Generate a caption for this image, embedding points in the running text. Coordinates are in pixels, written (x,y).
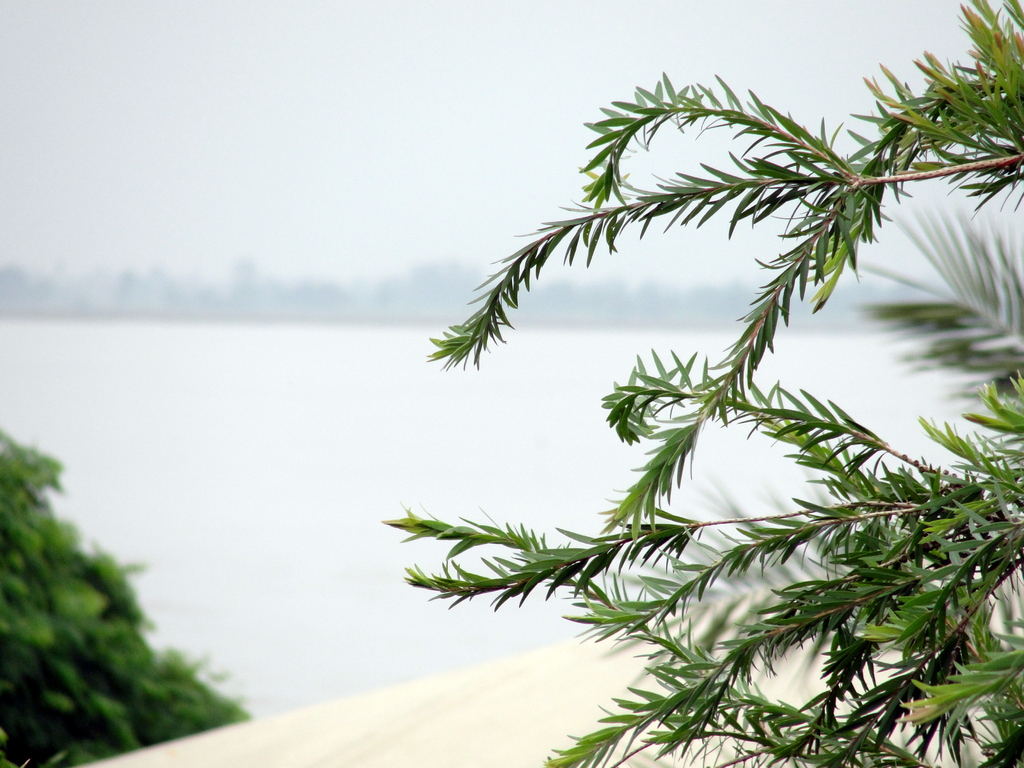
In this picture I can observe a tree (669,528) on the right side (933,365). In the background (208,476) there is a river (334,400) and sky (283,157).
